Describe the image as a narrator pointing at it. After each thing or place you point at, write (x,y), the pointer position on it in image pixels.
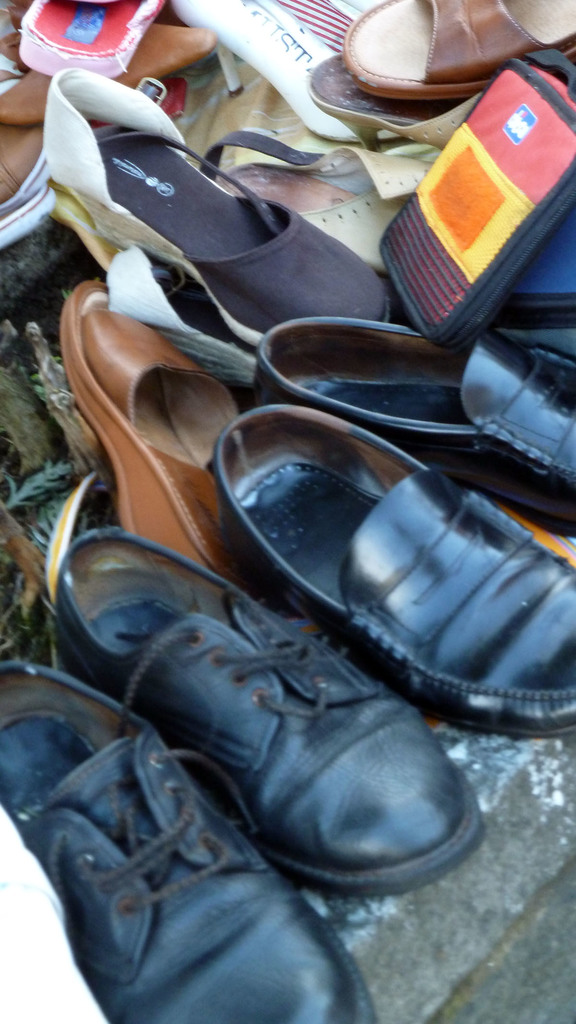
In this picture I can see there are a pair of shoes (400,445) and sandals (115,355) placed on the floor (381,940).
